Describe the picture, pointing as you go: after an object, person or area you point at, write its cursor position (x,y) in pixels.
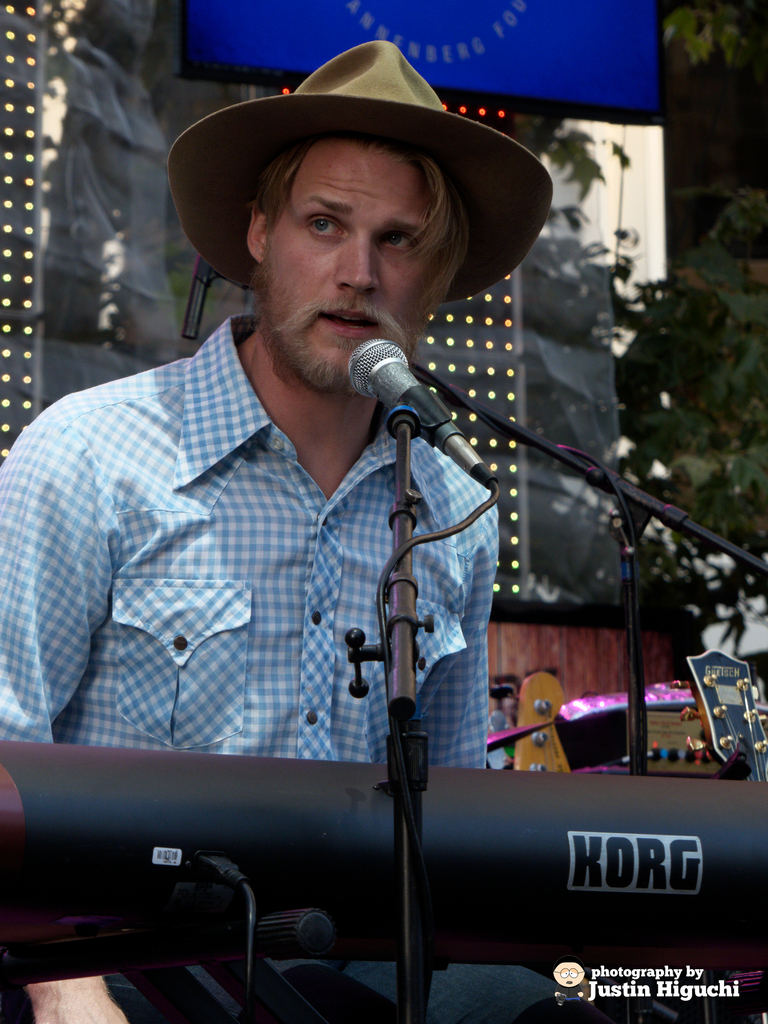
In this image I can see a man (246,385) and in the front of him I can see a black colour thing (293,770) and a mic (388,392). I can see he is wearing a blue colour shirt (310,590), a hat (239,268) and on the right side of this image (579,767) I can see two guitars (546,705) and few other things (605,722). In the front (664,860) I can see something is written and in the background (30,303) I can see number of lights (30,303), a television (201,65) and number of trees (634,313). On the right bottom side of this image (567,965) I can see a watermark (561,990).
